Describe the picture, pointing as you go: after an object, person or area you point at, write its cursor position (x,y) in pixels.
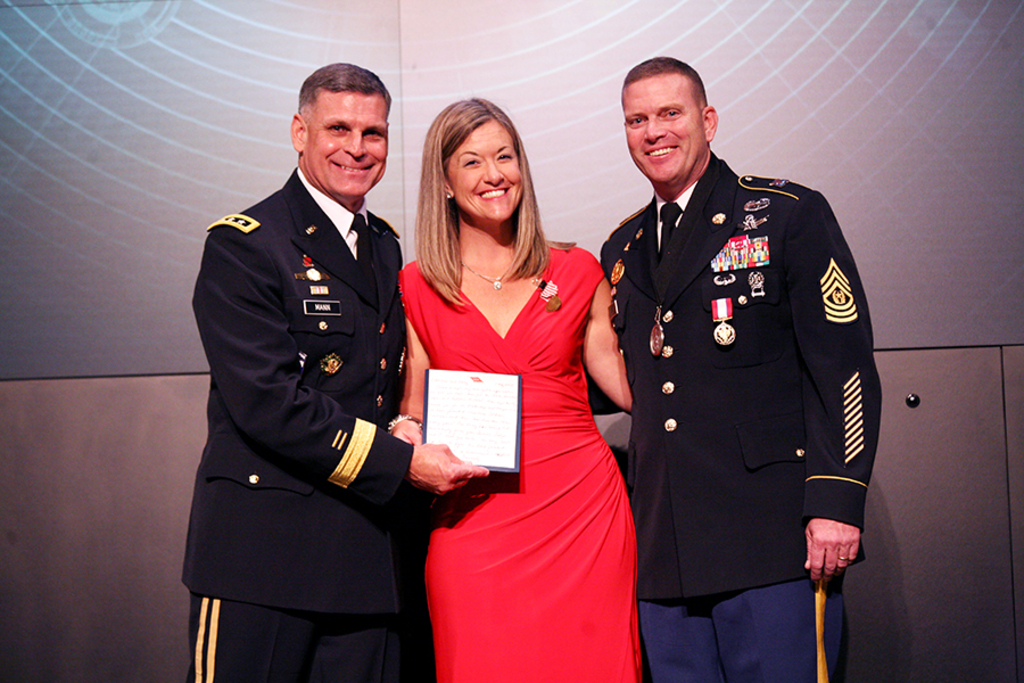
In this image I can see three persons (537,422) standing. In front (535,478) the person (525,290) is wearing red color dress (539,496) and holding the frame (448,435). In the background (136,116) I can see the screen (301,6).
